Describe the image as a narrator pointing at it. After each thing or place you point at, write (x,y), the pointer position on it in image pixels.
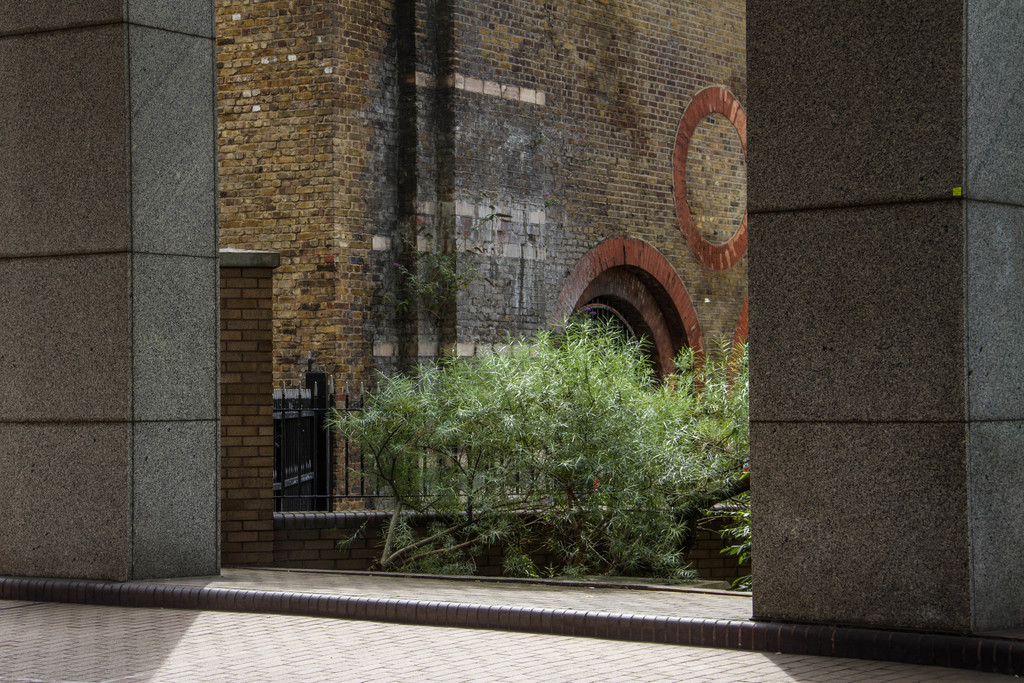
In this image we can see a building (544,246), in front of the building (372,490) there are trees (425,479), iron railing (425,479) and pillars (797,199).
